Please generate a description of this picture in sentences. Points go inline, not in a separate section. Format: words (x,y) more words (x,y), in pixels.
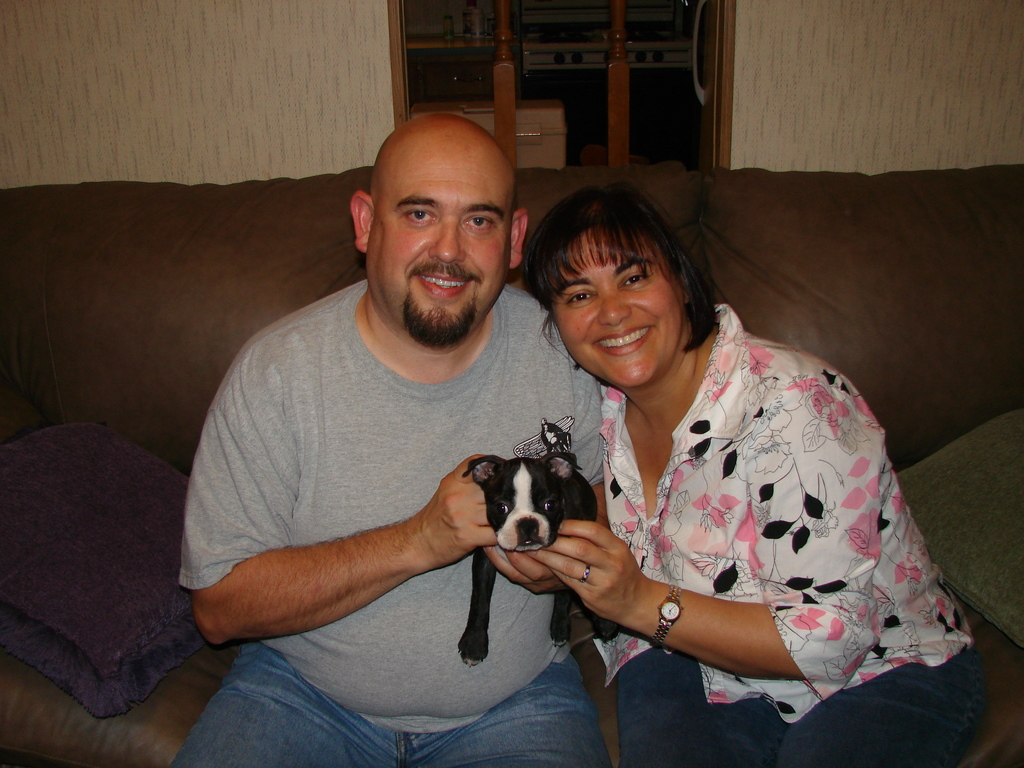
As we can see in the image there is a beige color wall (341,102), window (465,92), two people (555,391) sitting on brown color sofa (172,373) and holding black color dog (507,504).
